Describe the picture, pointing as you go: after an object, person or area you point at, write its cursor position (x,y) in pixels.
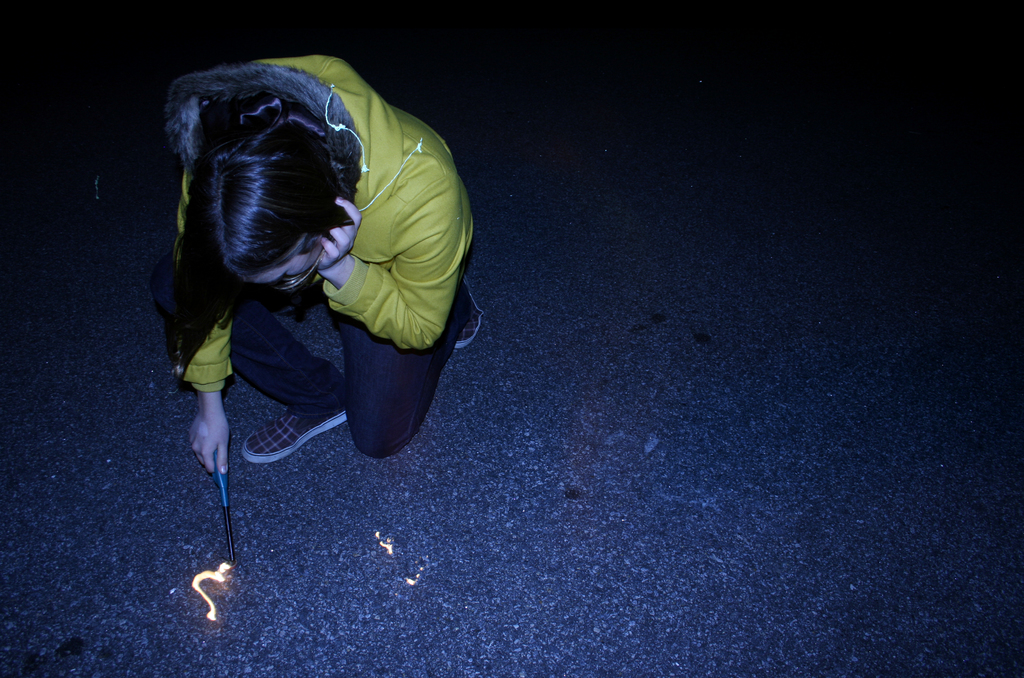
In this image I can see a person (331,404) holding some object (222,478) in his hand (221,465). He is wearing a hoodie (223,76).
